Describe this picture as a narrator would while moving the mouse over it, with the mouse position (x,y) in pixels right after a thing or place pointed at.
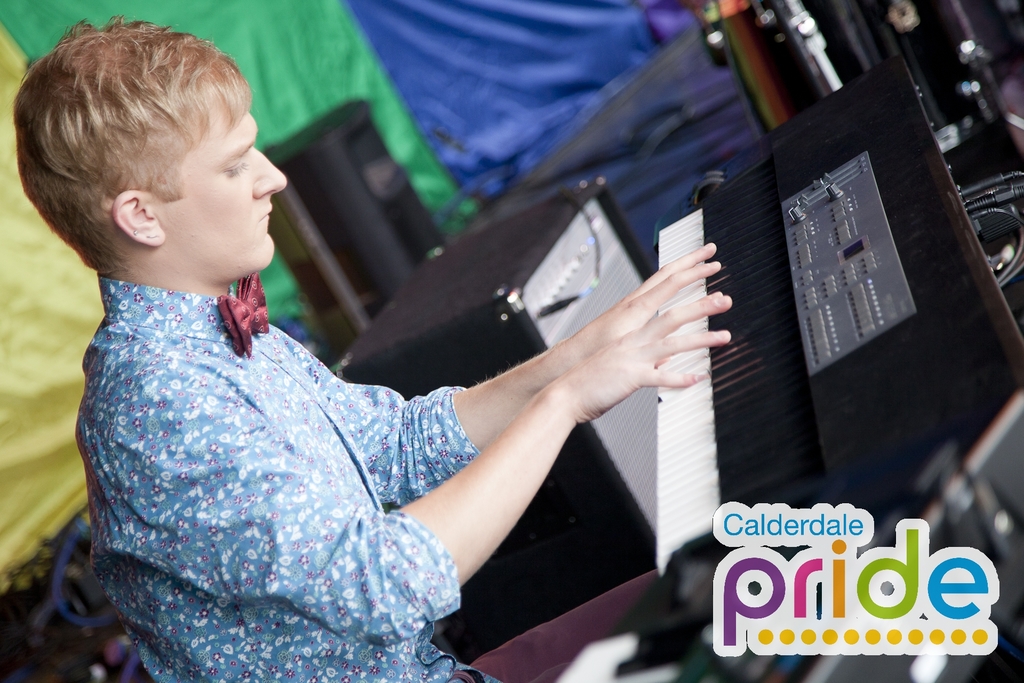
In this image I can see a person (442,517) playing the musical instrument (829,315). In this image I can also see some sound boxes (481,242). At the back (461,86) there is a cloth (13,310).
